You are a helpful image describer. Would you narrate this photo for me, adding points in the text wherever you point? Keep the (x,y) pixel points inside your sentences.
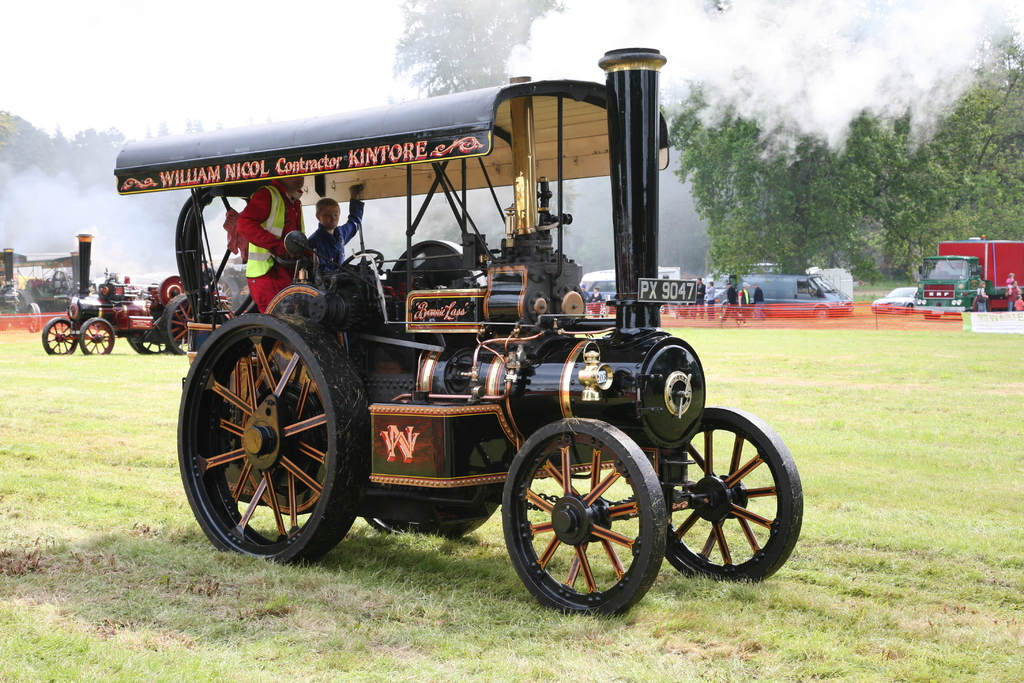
In this image we can see a steam engine (300,278) on which two persons (248,277) are standing is on the ground (675,605). In the background (67,321), we can see a few more steam engines (143,301), vehicles (737,283) parked here, smoke (145,267) and trees (883,238).
